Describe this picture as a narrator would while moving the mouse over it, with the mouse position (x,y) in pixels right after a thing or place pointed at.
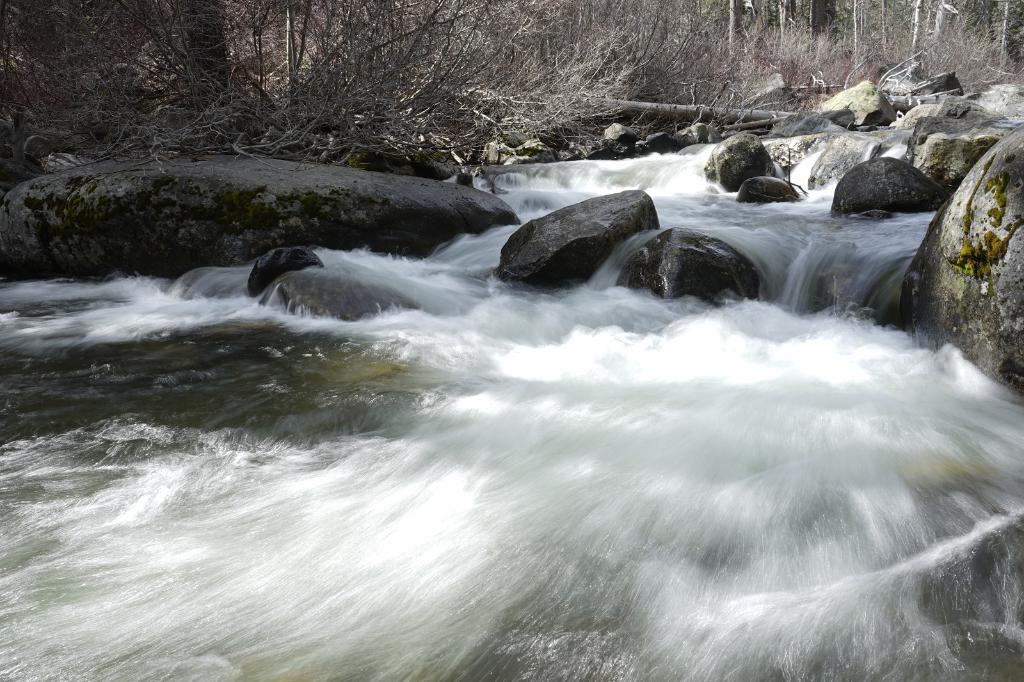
In this image I can see a river (672,310) and number of stones (675,238). In the background (502,104) I can see number of trees (555,89).
